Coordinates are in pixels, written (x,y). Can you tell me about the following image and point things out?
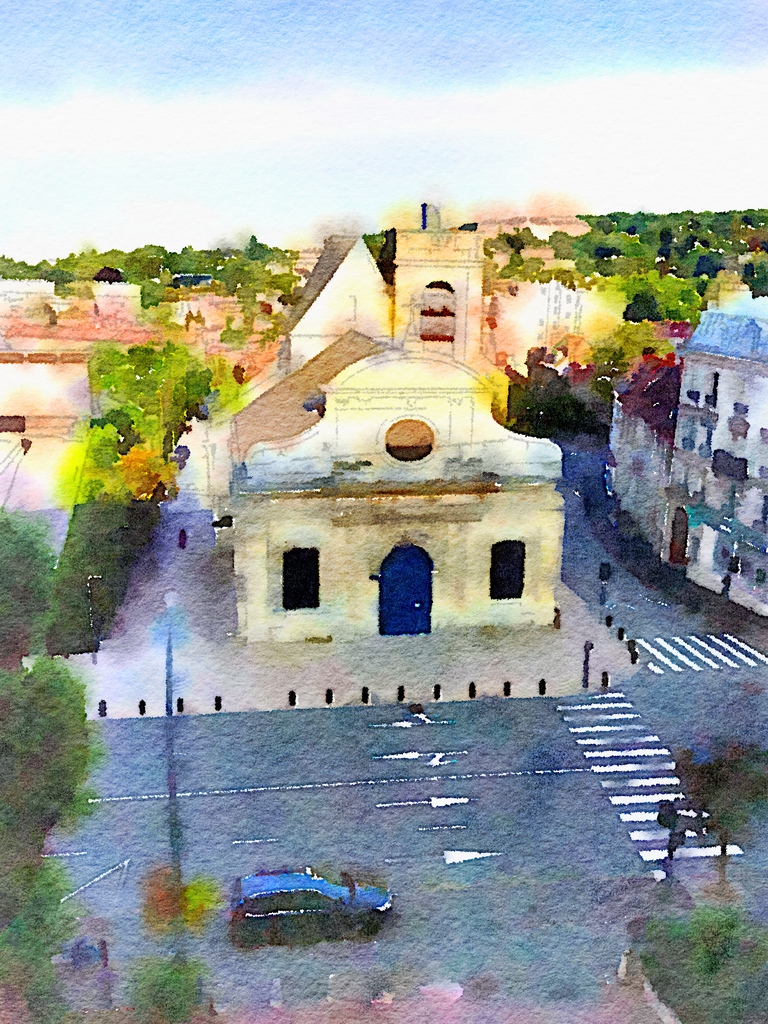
This picture shows a painting. We see houses (431,530), Trees (131,516) and a car (324,903) on the road (516,802) and we see pole light (170,668) and a blue cloudy sky (535,38).
